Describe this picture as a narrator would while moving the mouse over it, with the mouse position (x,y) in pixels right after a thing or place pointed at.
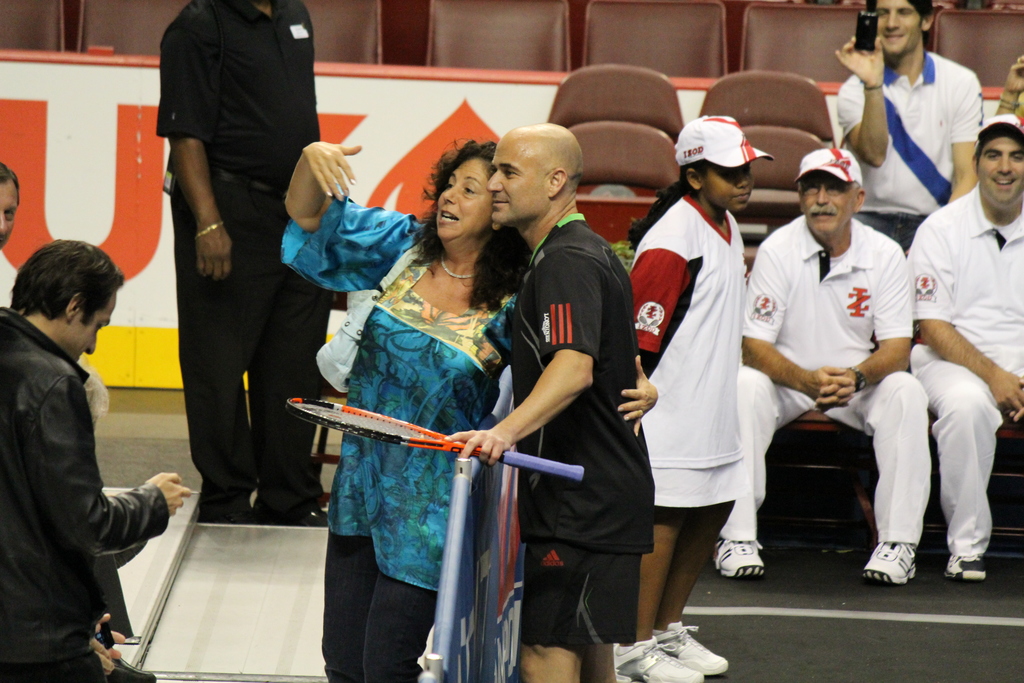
In this picture we can see a tennis player (560,398) wearing a black t-shirt (597,423) and shorts (542,569) is standing and posing with the woman (450,262). Behind there are some players (885,305) wearing a white t-shirt (779,239) is sitting on the chair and looking to them. In the background (349,47) we can see some chairs (544,42).
